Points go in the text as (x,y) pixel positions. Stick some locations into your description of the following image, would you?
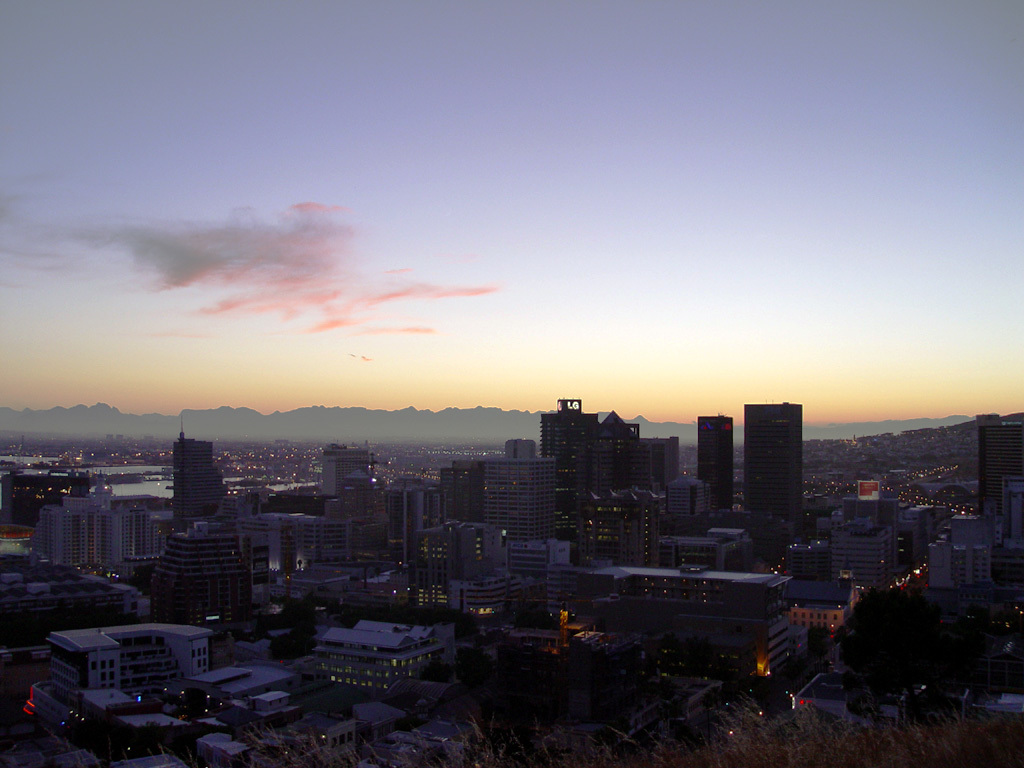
In this image, I can see the view of the city (168,516) with the buildings (394,662), skyscrapers (648,545) and trees (876,647). These are the clouds (212,235) in the sky (456,206). I think here is the water (147,485).
